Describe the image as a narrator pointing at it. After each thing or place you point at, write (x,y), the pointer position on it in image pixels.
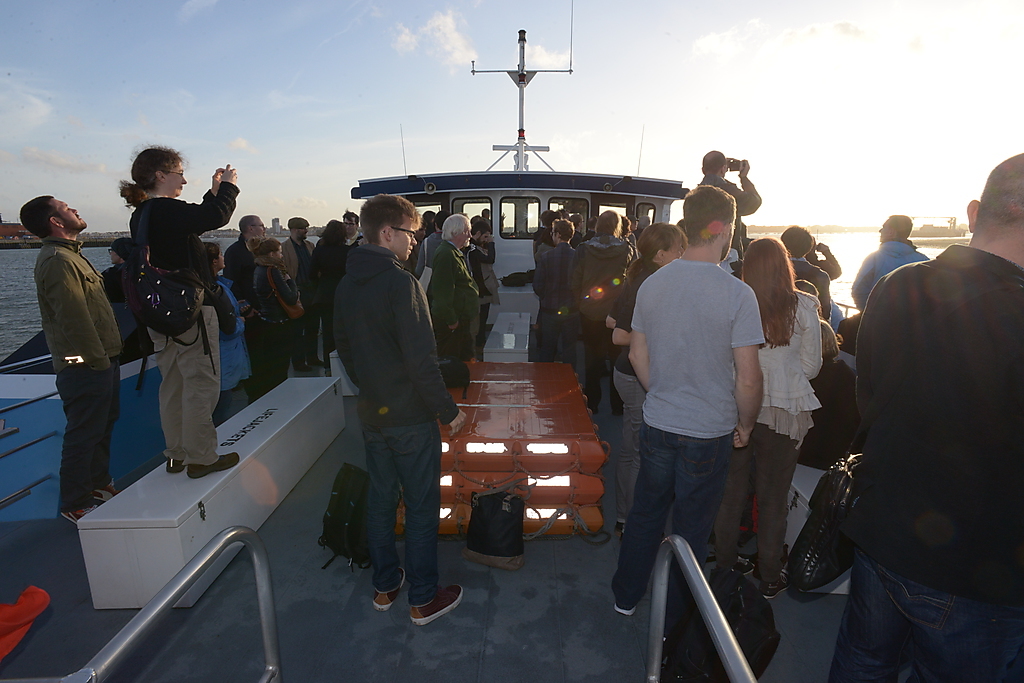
In this image we can see a boat (255,615). There are many people (383,280) standing. Some are holding cameras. There are steel rods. In the back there is water (917,239). Also we can see windows (518,211) of the boat (591,211). In the back (523,143) there is a pole (523,143). Also there is sky (428,85) with clouds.
